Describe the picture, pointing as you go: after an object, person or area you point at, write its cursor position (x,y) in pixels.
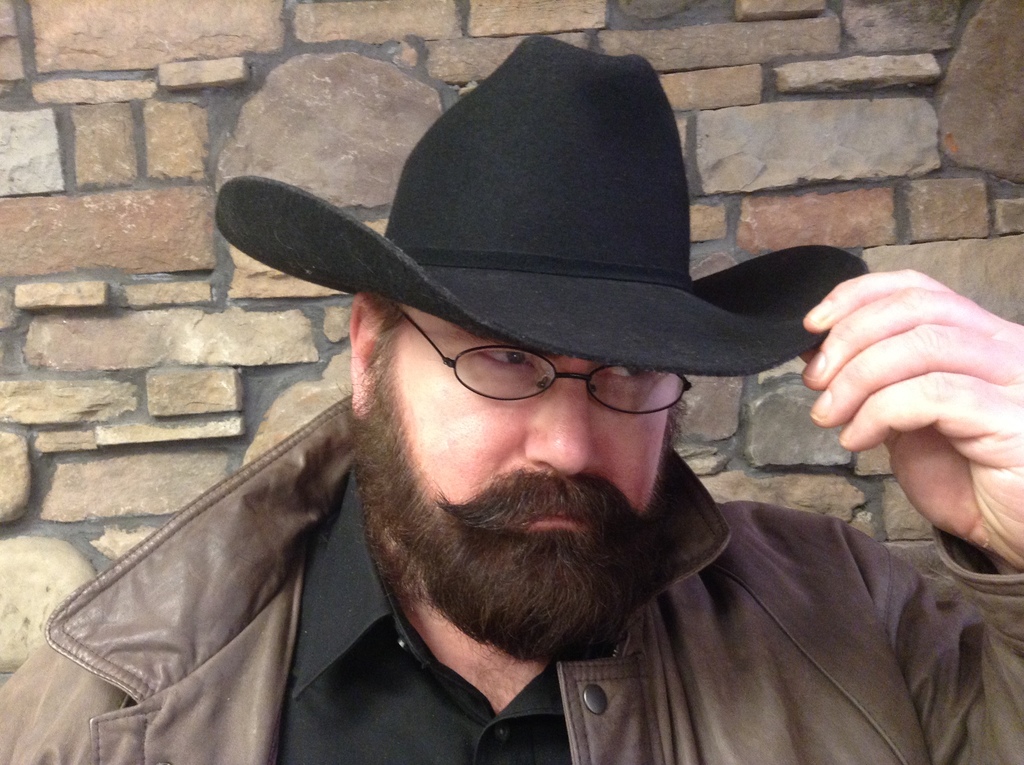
In this image there is a person (483,505) wearing a hat (586,349) is staring at something, behind the person (493,495) there is a rock wall (172,187).
